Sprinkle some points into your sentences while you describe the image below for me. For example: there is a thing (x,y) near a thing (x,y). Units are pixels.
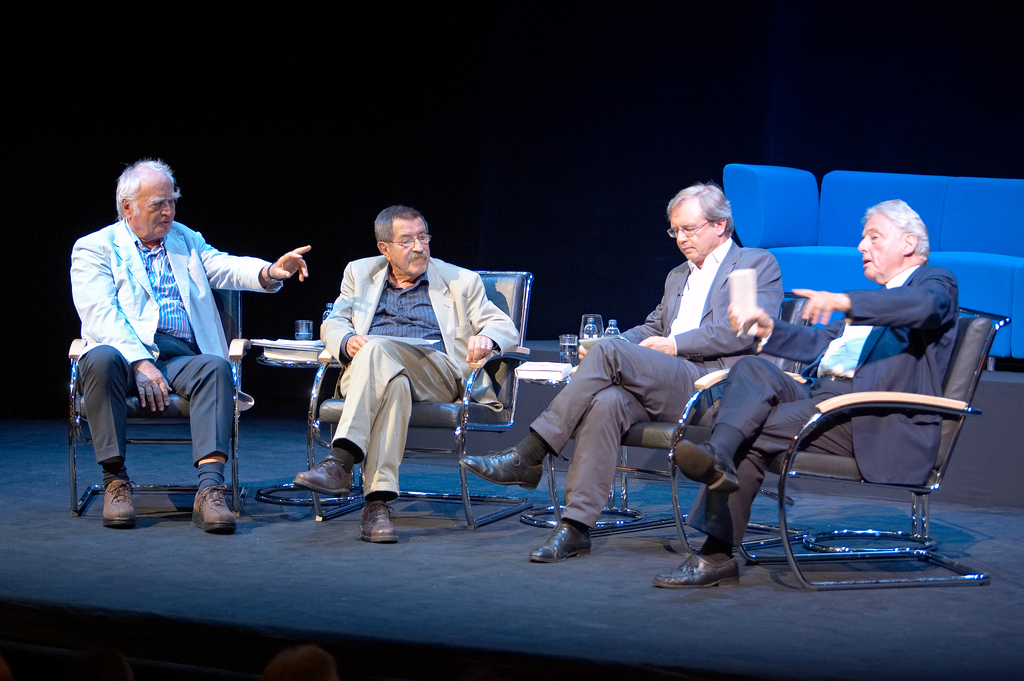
This Picture describe about the a group of people (873,456) discussing something on the stage (566,577) by sitting on the chair (827,465), From left we can see the man (167,296) wearing white coat (139,301) is pointing on someone and from middle a man (450,314) wearing cream coat (454,307) is sitting and listening, And on the center table (544,384) we have two bottles (611,327) and one glass (564,341). Behind we can see the blue sofa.
